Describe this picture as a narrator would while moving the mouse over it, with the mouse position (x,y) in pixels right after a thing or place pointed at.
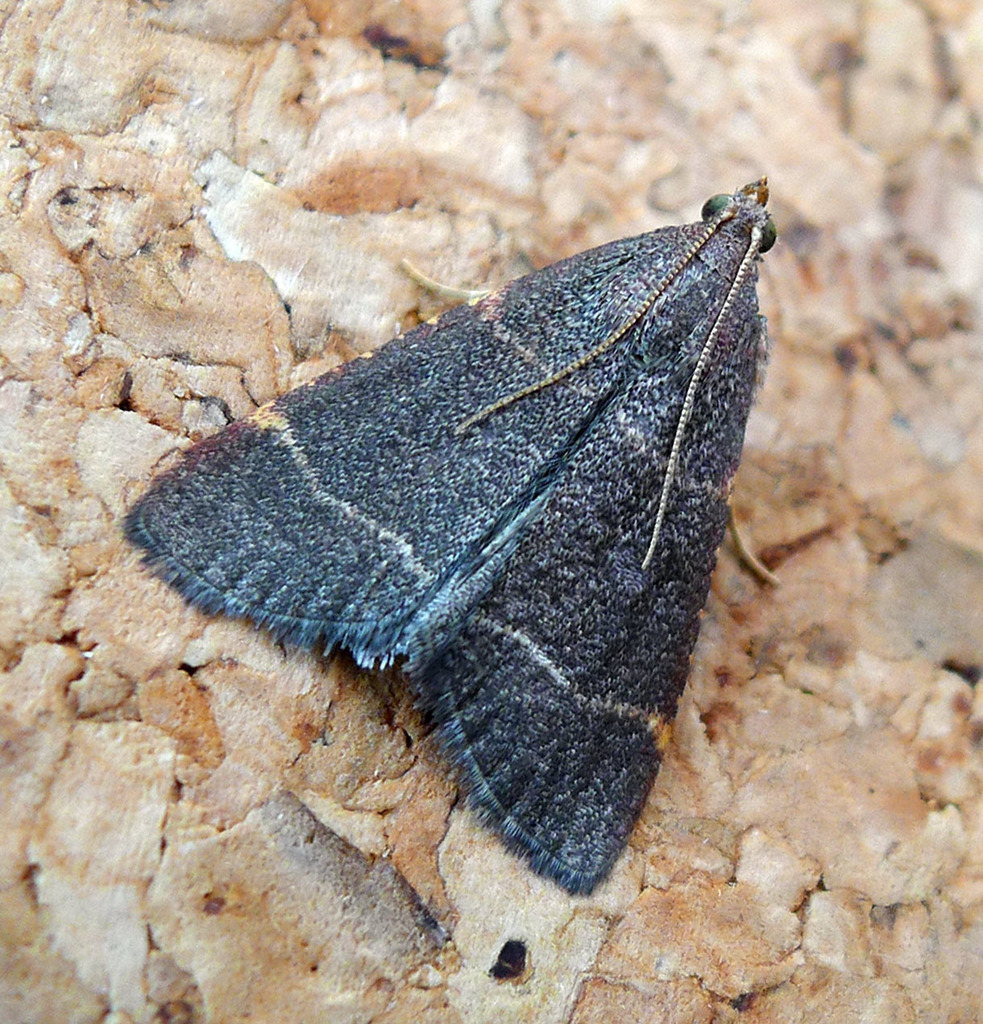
In this image there is an insect (319,450) on the ground (199,411).
